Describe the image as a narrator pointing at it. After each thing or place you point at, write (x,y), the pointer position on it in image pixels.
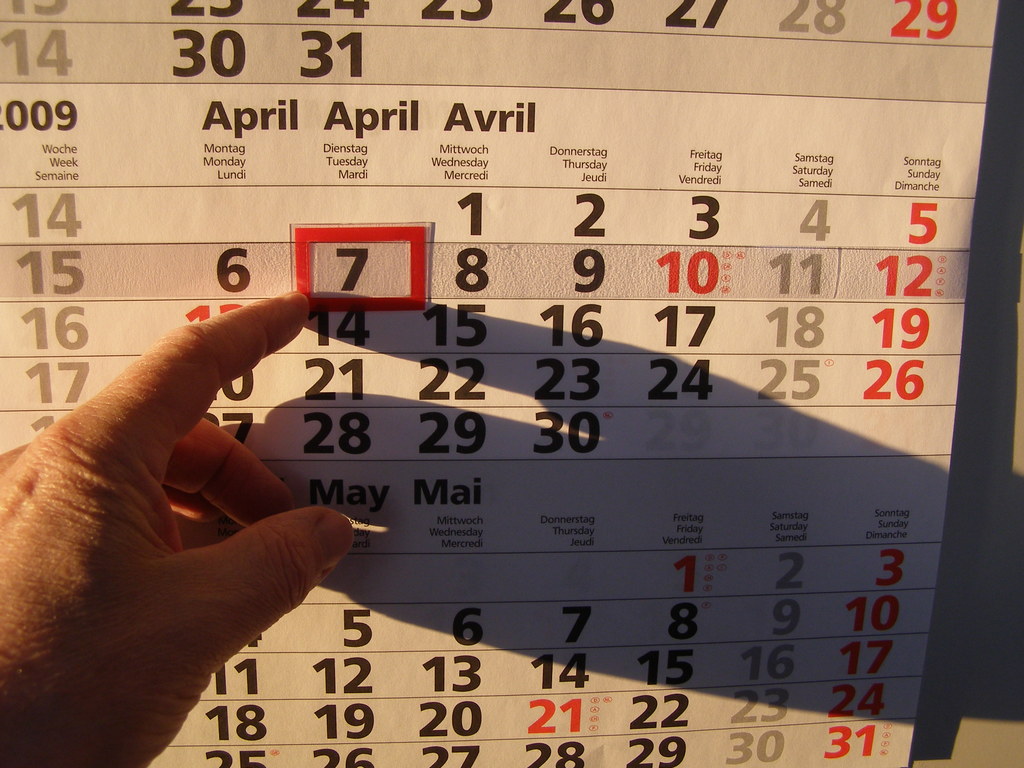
In this picture there is photograph (587,89) of the calendar (246,147). In the front (281,481) there is a person hand (37,593) and fingers (147,372).
